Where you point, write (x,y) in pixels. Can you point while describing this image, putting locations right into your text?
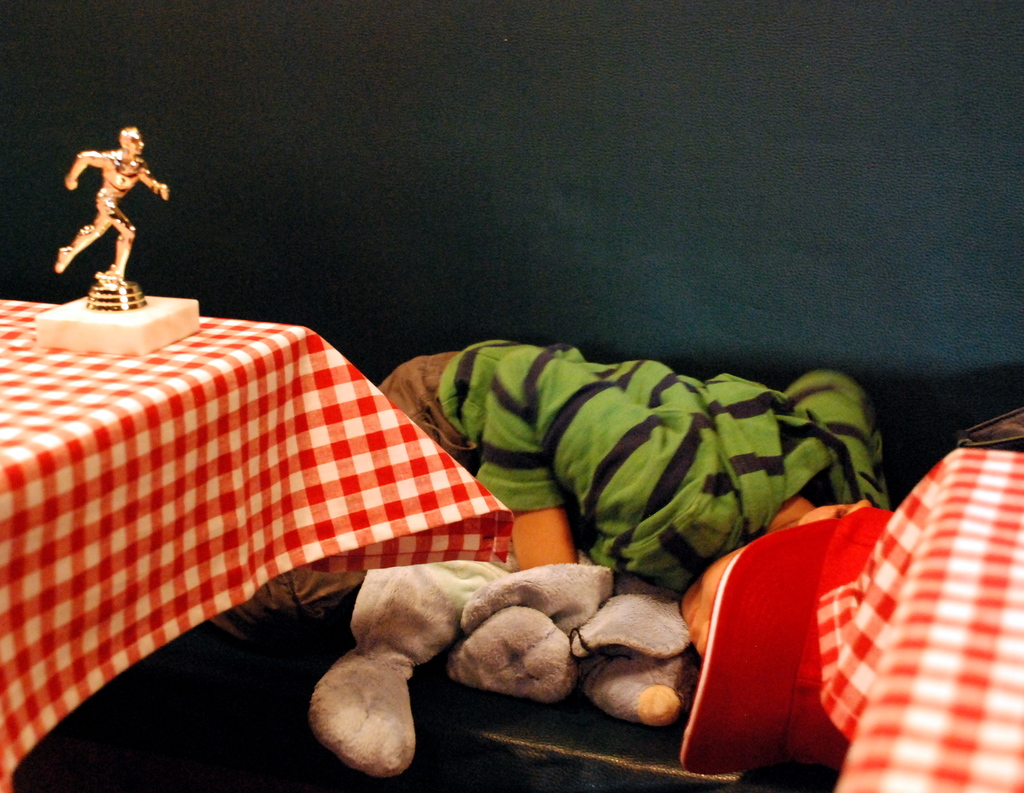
In this image we can see the tables (963,560) which are covered with the cloths (243,454). We can also see an object (142,342) on the table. We can see the toys (536,612) on the bench (496,746). In the background (806,40) we can see the wall (784,83).
